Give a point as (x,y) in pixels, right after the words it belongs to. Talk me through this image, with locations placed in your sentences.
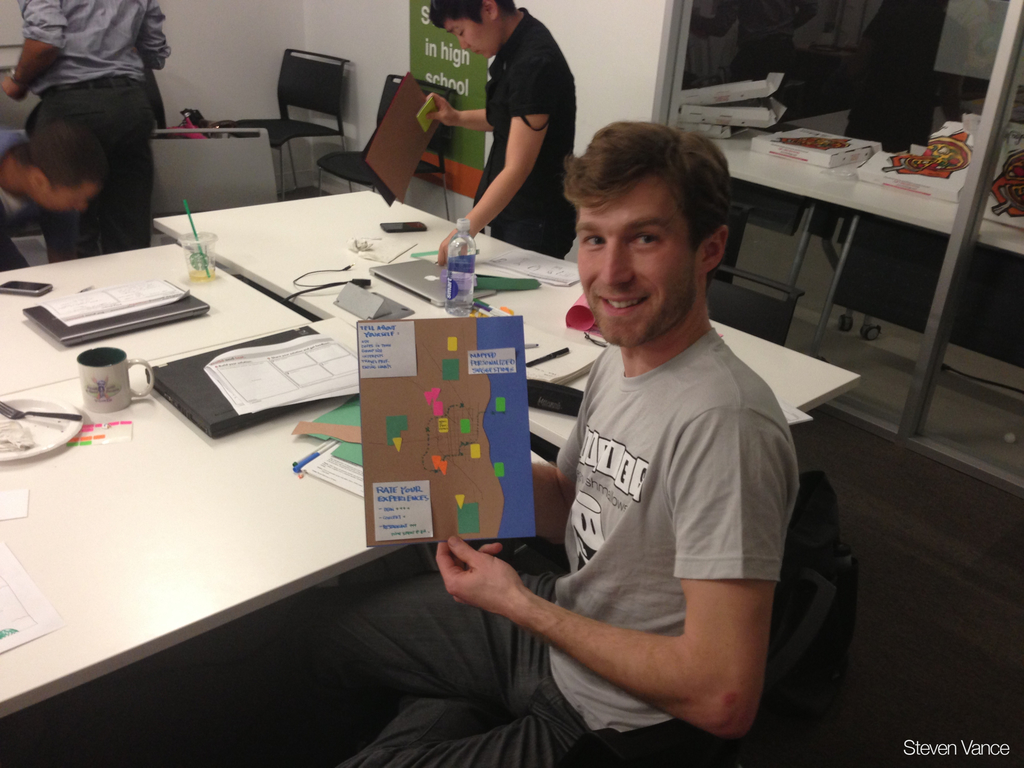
In this image we can see a man (599,605) sitting on a chair (656,733) in the center (590,296). He is holding a card board (522,369) in his hand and he is smiling. This is a wooden table (171,500) where a laptop (209,414), a cup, a plate (67,428) and papers (325,370) are kept on. Here we can see a person (483,213) standing on the right side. Here we can see a man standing and he is on the left side (150,10).
